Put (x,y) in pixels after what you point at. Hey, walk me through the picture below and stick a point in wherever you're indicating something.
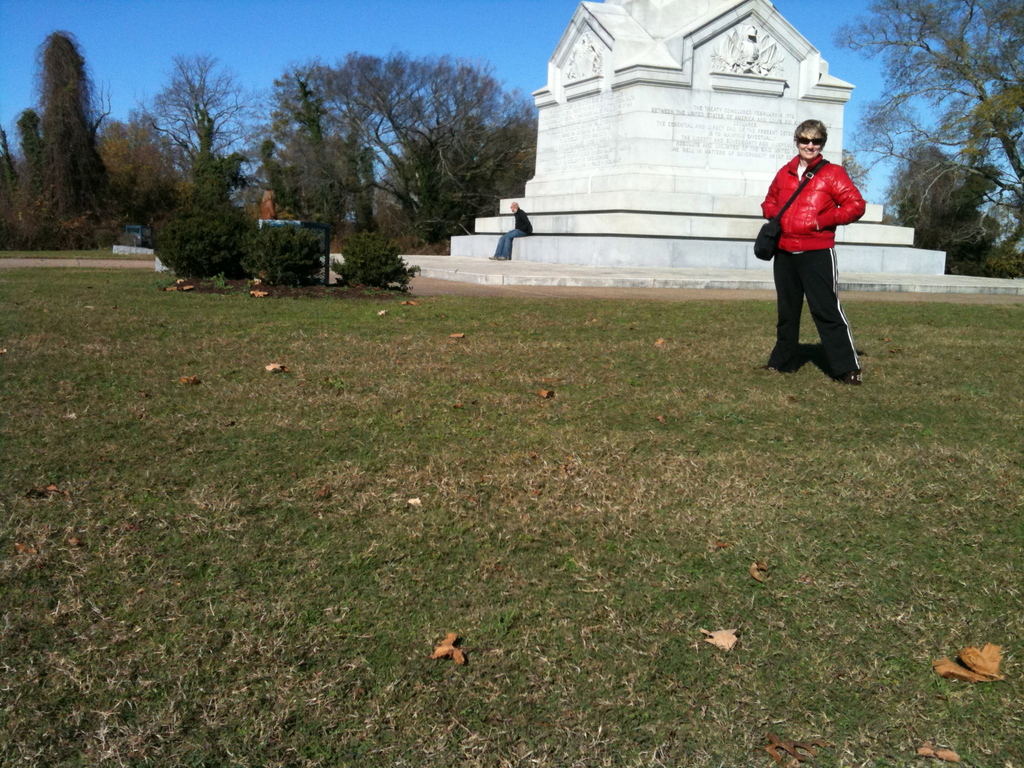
This image is taken outdoors. At the bottom of the image (594,617) there is a ground (129,444) with grass (196,360) on it. At the top of the image (208,35) there is a sky (316,17). In the background (965,211) there are many plants (257,266) and trees (974,206). There is a monument (668,158) with carvings (592,50) on it. A man (510,259) is sitting on the steps (510,259) and a woman (795,323) is standing on the ground (749,338).
